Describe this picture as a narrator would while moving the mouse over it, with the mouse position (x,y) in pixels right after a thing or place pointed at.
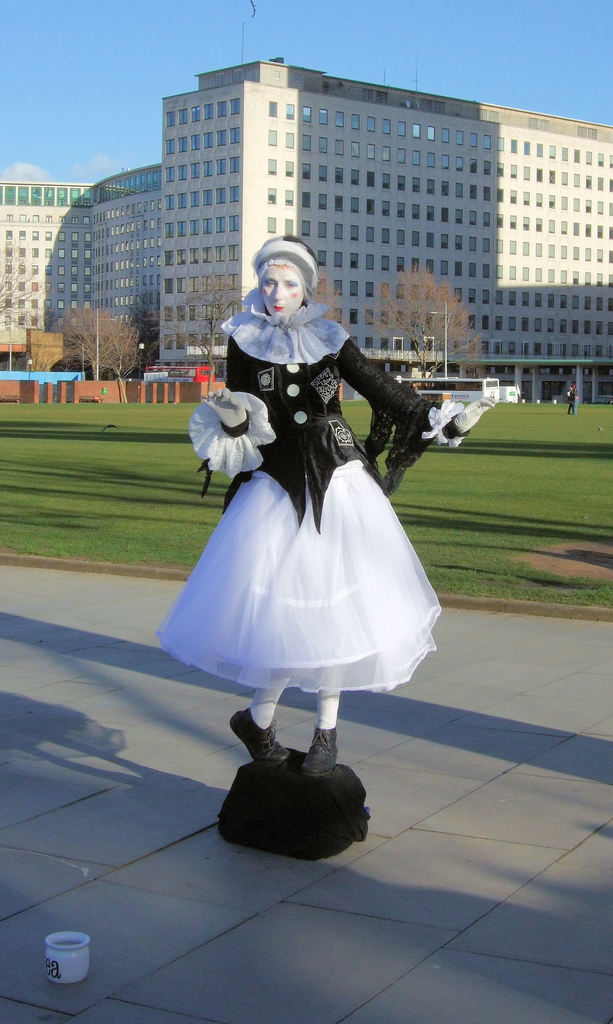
In this image I see a woman (260,400) who is wearing a white and black color dress (300,418) and I see the path (144,759) and I see a cup (80,965) over here which is of white in color. In the background (32,338) I see the grass (10,513) and I see the buildings (184,290) and the trees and I see the sky (508,96).
